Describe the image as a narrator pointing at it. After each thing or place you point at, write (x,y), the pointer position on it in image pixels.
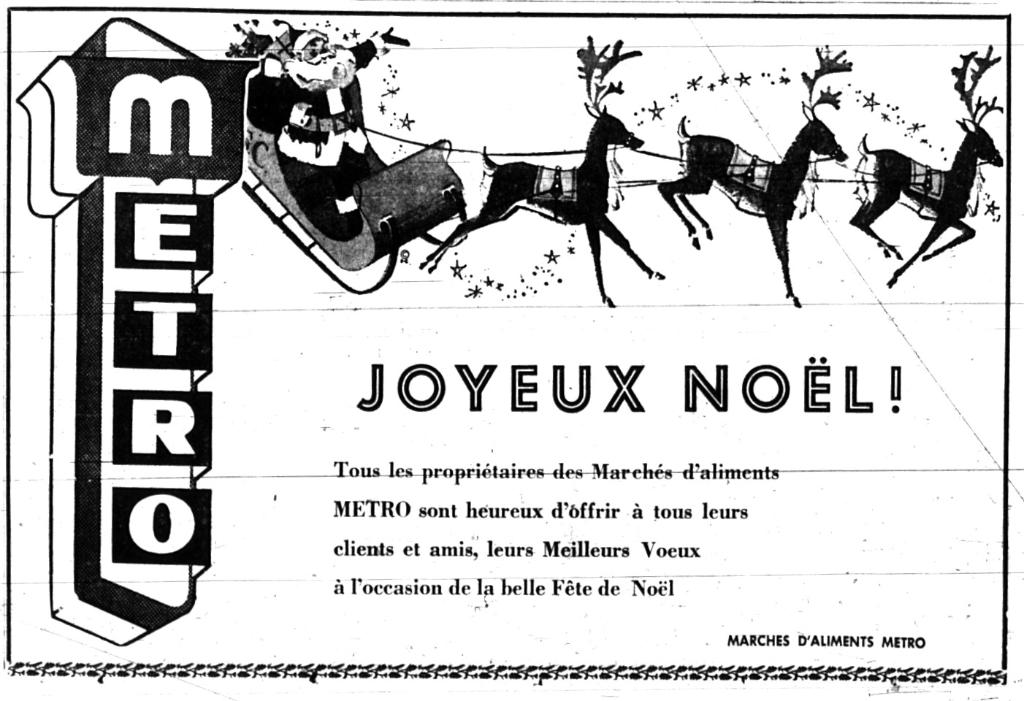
In this image I can see few animals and the Santa (335,58) and I can see something is written on the image and the image is in black and white.
